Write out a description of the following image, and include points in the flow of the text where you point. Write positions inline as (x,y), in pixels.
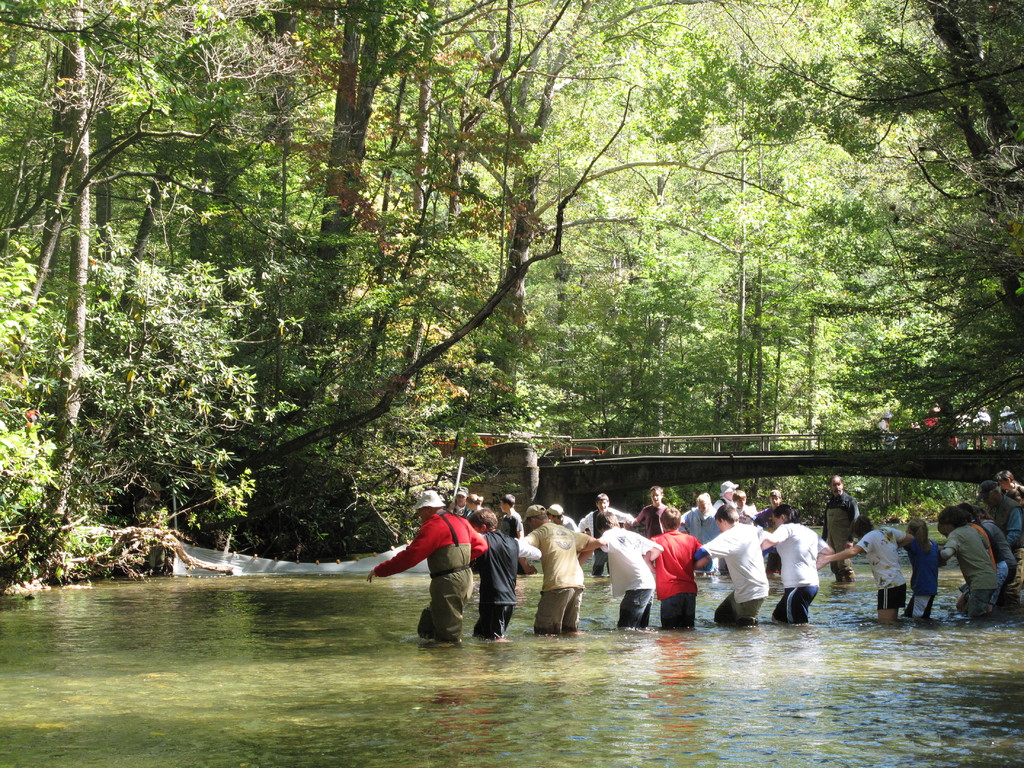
Here we can see group of people (776,500) standing in the water (660,645) and there is a bridge (886,474). In the background (544,281) we can see trees (950,357).
